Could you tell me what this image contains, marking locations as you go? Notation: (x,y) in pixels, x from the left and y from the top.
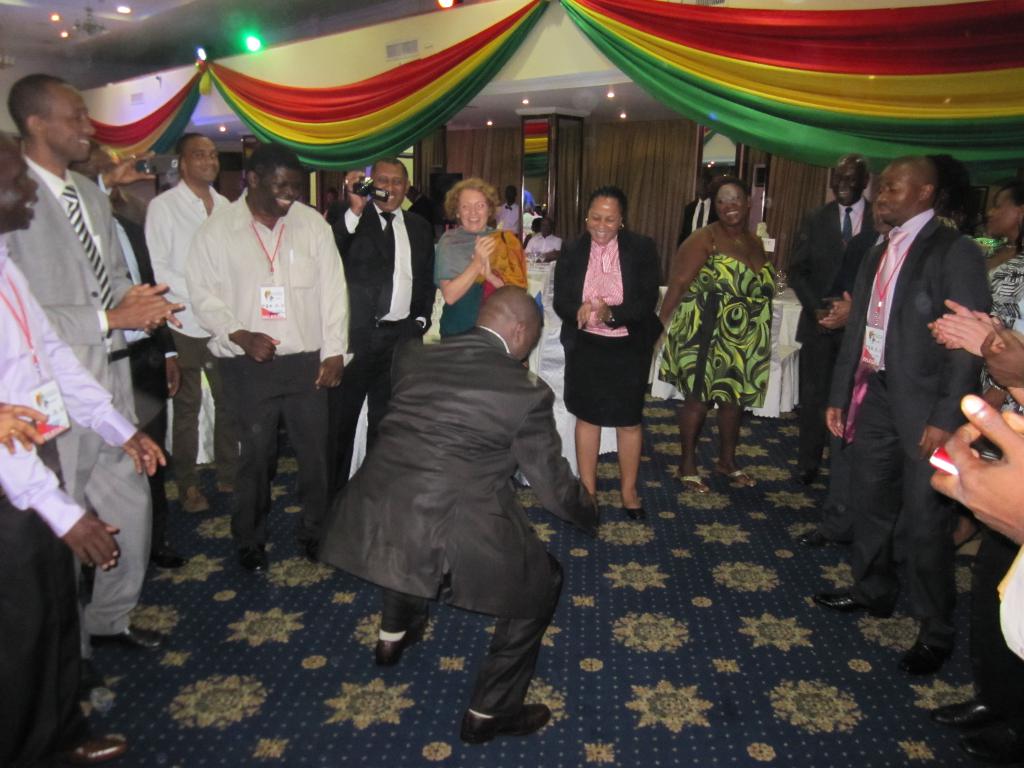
In this image we can see the inner view of a room (525,245) and there are some people (918,664) and among them there is a person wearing suit (540,566) and it looks like he is dancing and we can see some other objects (738,42) in the room (571,63). We can see some lights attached to the ceiling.
